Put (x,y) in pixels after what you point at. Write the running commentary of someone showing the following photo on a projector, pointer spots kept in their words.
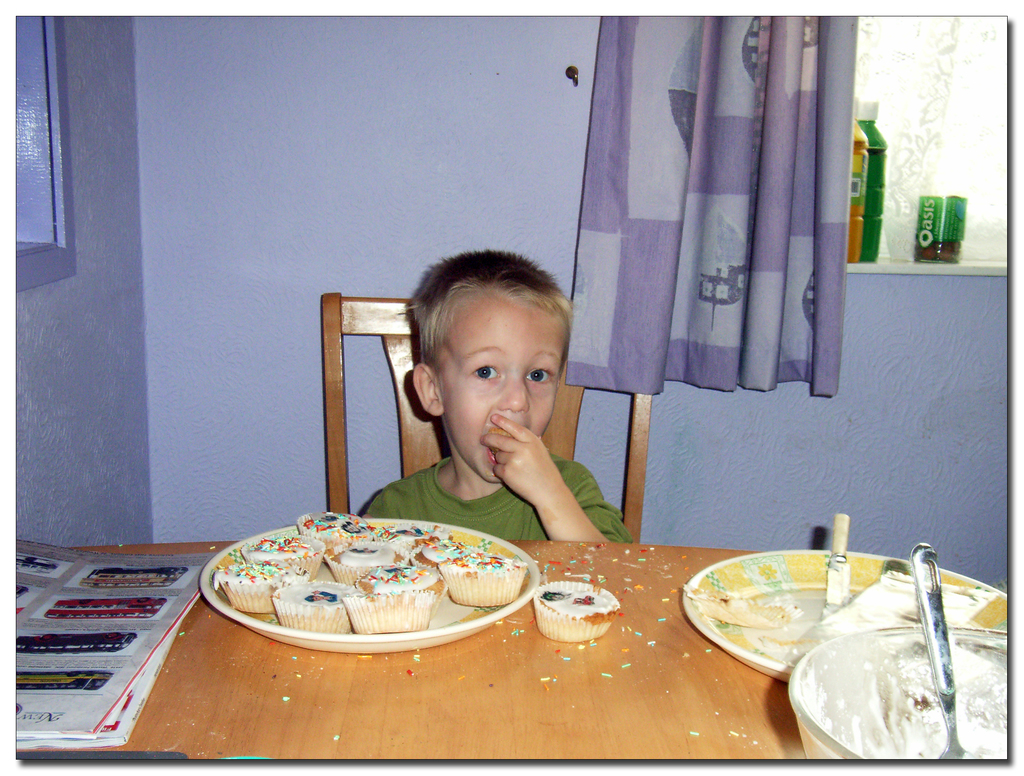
In this image a boy (516,451) is sitting on the chair (550,421). Before him there is a table (509,686) having books (93,720), plates (811,591) and a cupcake (579,621). On the plate (319,581) there are cupcakes (375,586). Right bottom there is a bowl (911,706), having a spoon (939,688). Behind there is a plate (816,605) having a knife (833,602) on it. Background (901,318) there is a wall (337,272) having windows (887,107). Right side (872,230) bottles (855,209) and an object (944,231) are kept on the shelf (972,267). There is a curtain (680,140).
